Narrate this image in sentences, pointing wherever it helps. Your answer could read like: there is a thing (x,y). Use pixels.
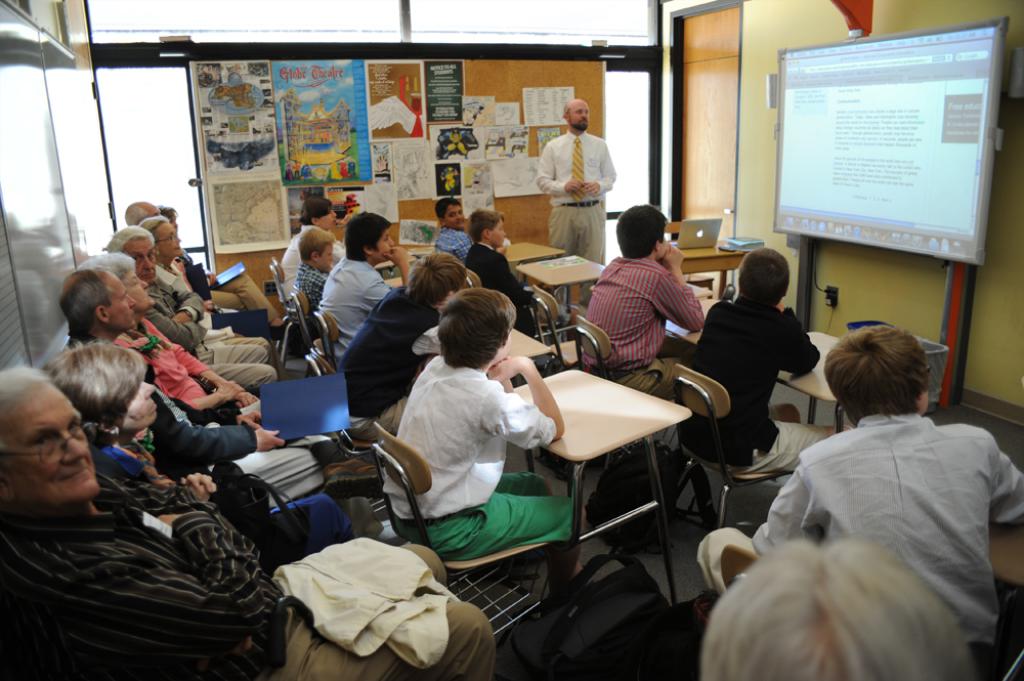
In this picture there are a group of people (552,499) sitting and looking at the screen (847,168). There is a person (555,158) standing here and there is a laptop (701,237) here and there are many posters (263,138) pasted on the wall (349,138).
